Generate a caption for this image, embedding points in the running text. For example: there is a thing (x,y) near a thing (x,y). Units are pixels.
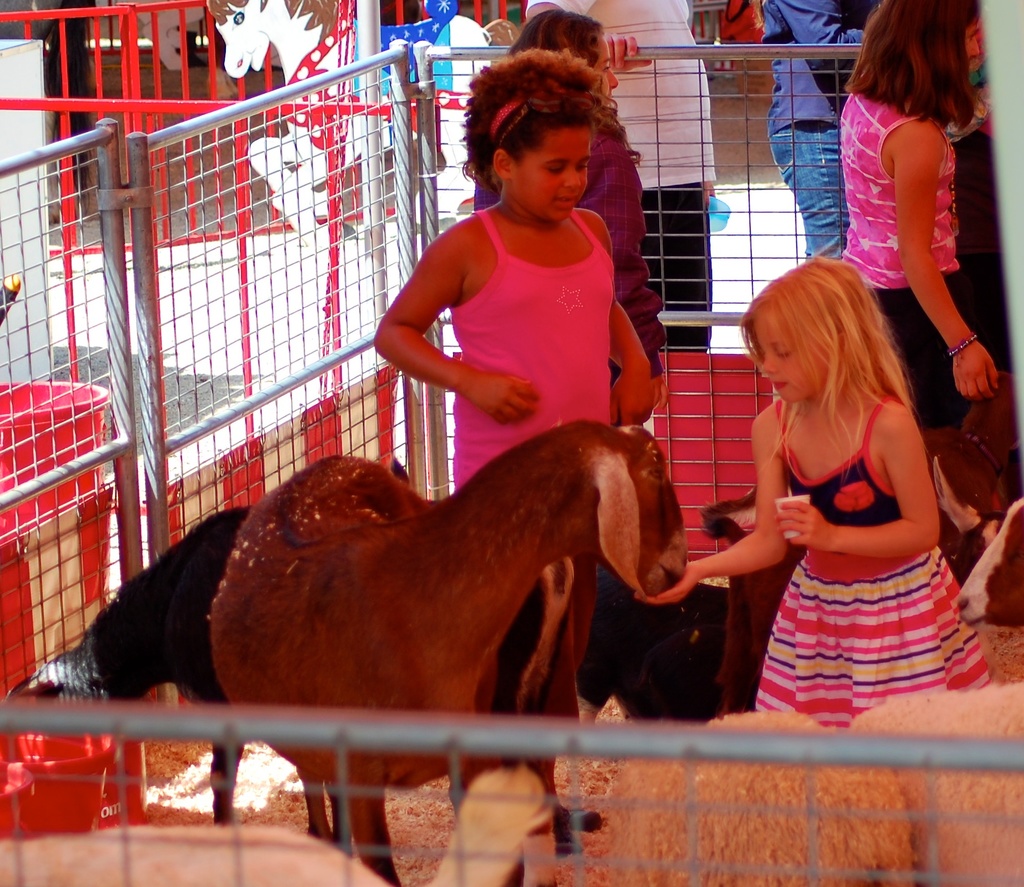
In this picture I can see few goats (303,666) and sheep (848,799) and I can see a girl (787,424) feeding a goat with her hand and I can see few people (634,213) standing and I can see a metal fence (202,212).
